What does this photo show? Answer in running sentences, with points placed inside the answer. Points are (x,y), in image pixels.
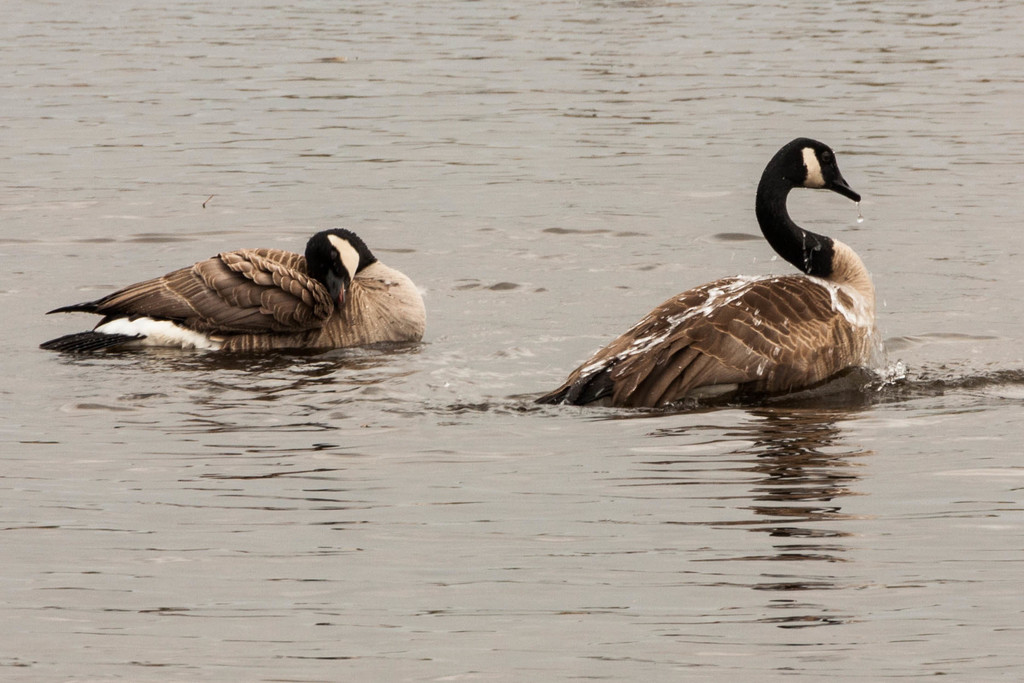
In the image there are two geese (765,313) swimming in a lake (384,119).
